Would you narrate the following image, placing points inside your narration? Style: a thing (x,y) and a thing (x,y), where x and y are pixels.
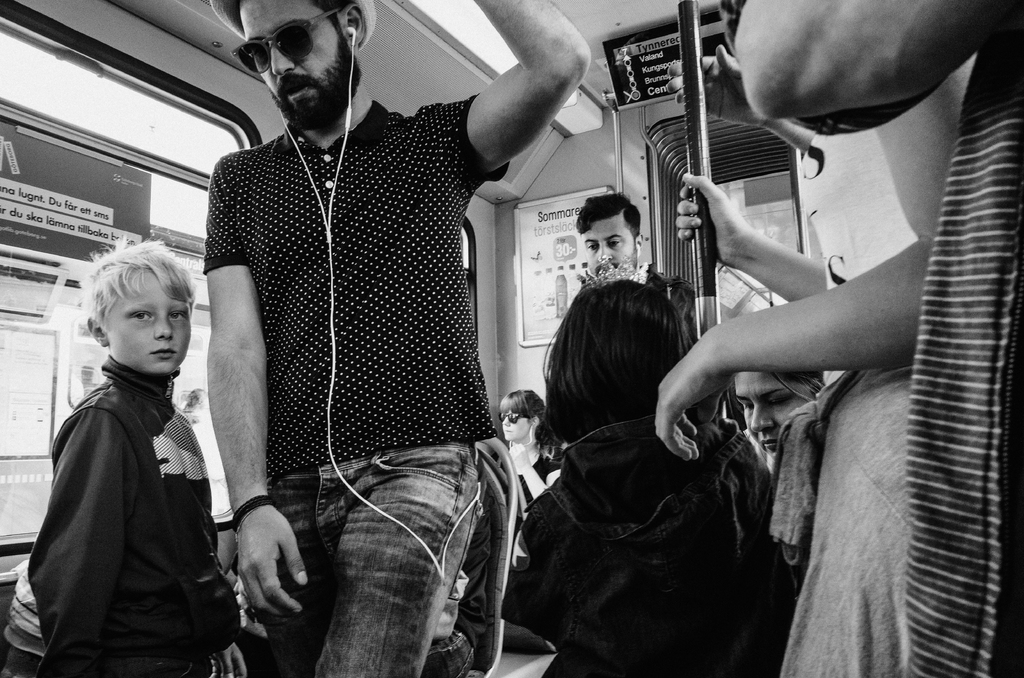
In the center of the image (412,245) a man (327,258) is standing and wearing goggles (286,36), hat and headset (353,37). On the left side of the image (138,444) a boy (134,462) is standing. On the right side of the image (798,344) some persons (951,360) are standing. In the middle of the image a pole (710,272) is there. On the left side of the image (115,148) window (104,148) is present. Some persons (522,414) are sitting on a chair (501,533) in the middle of the image (524,434).
